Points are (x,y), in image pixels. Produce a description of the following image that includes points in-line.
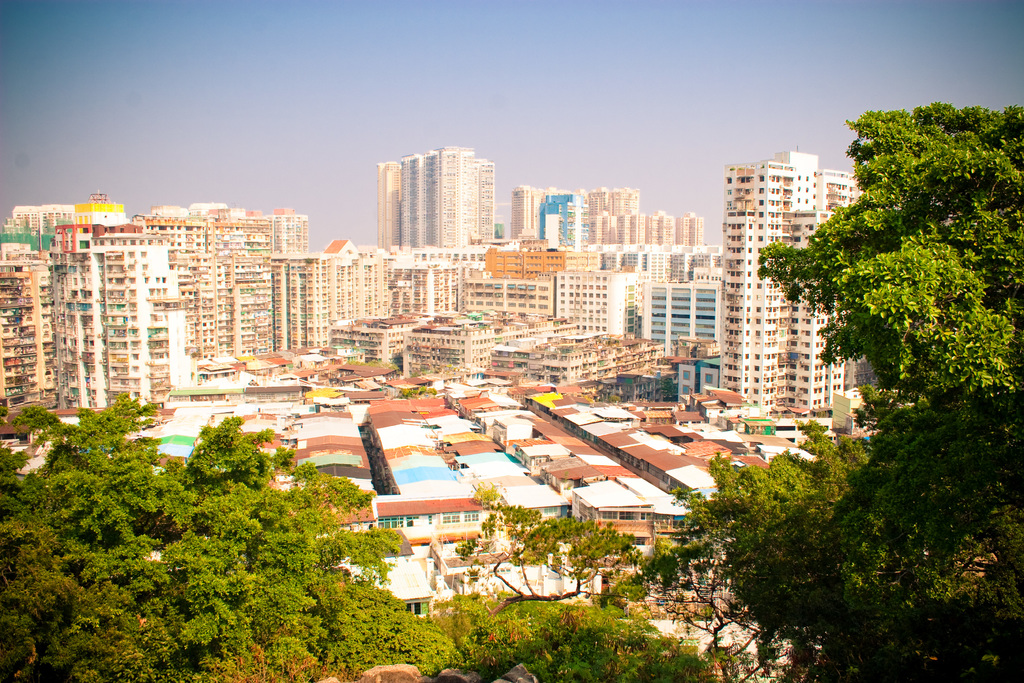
In this image I can see the trees (566,595). In the background (480,368), I can see the buildings (522,309) and the sky (294,137).
